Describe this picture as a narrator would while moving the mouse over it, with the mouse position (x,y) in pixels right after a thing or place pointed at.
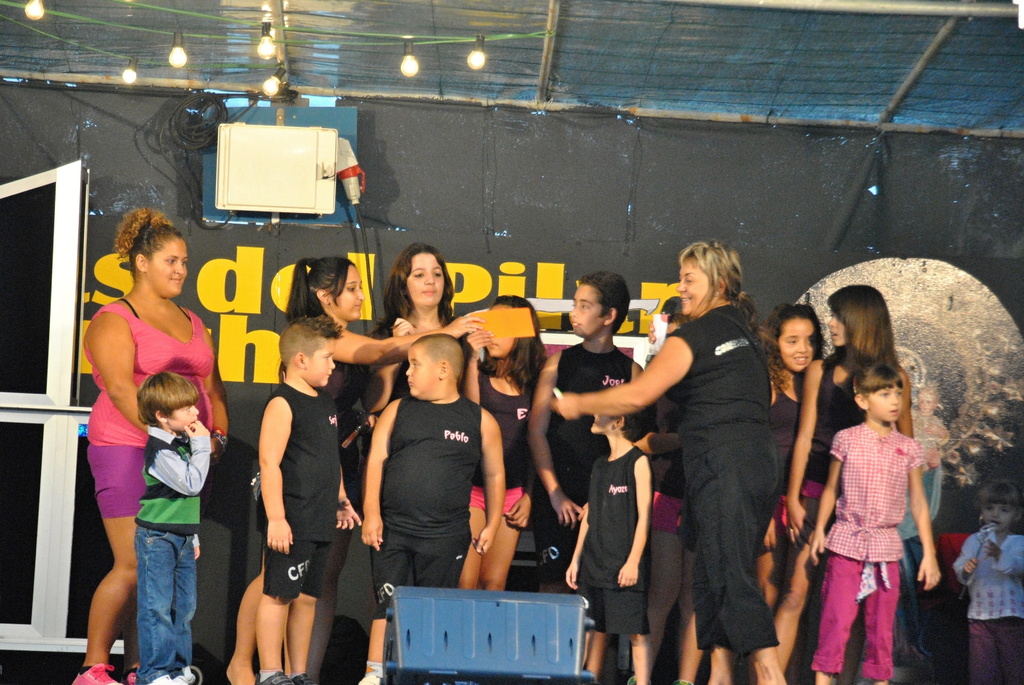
There are group of people (474,502) standing. These are the bulbs (40,9), which are hanging to the rope (460,39) at the top (465,39). This looks like a banner (608,215). At the bottom of the image (441,630), I can see an object (409,630), which is blue in color. These are the wires (197,125). This looks like an electronic device (278,158).
